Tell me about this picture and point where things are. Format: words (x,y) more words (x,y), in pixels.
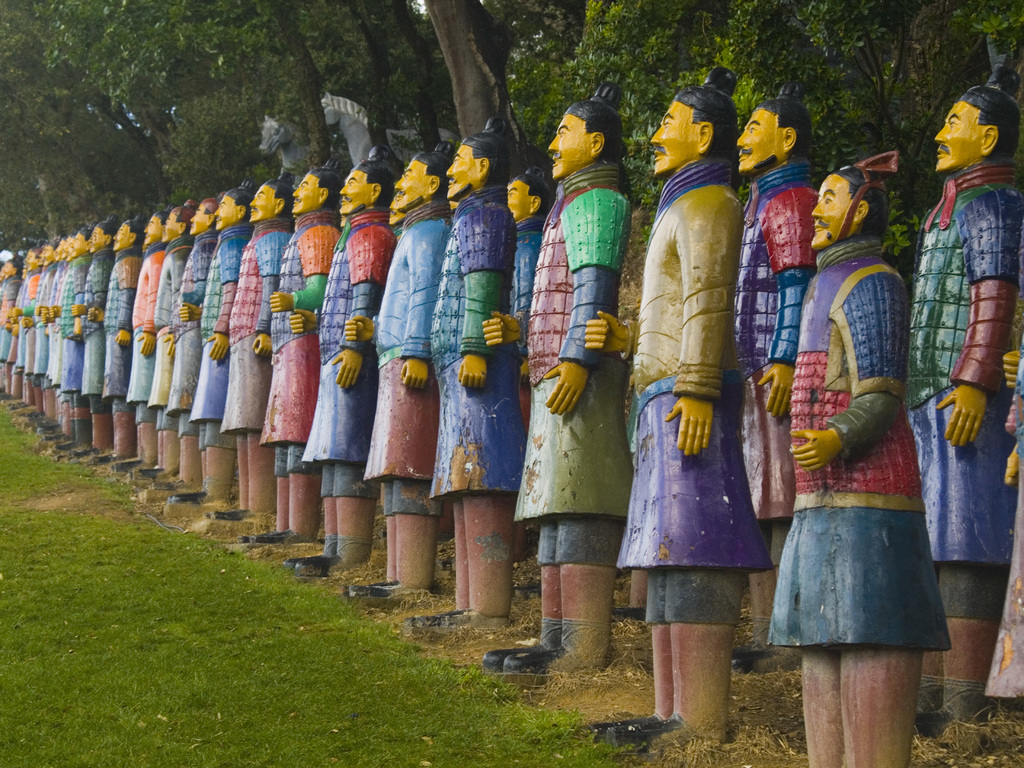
In the picture I can see sculptures (310,387) of men (637,359). I can also see the grass (162,638). In the background (356,100) I can see trees (75,181) and some other objects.
